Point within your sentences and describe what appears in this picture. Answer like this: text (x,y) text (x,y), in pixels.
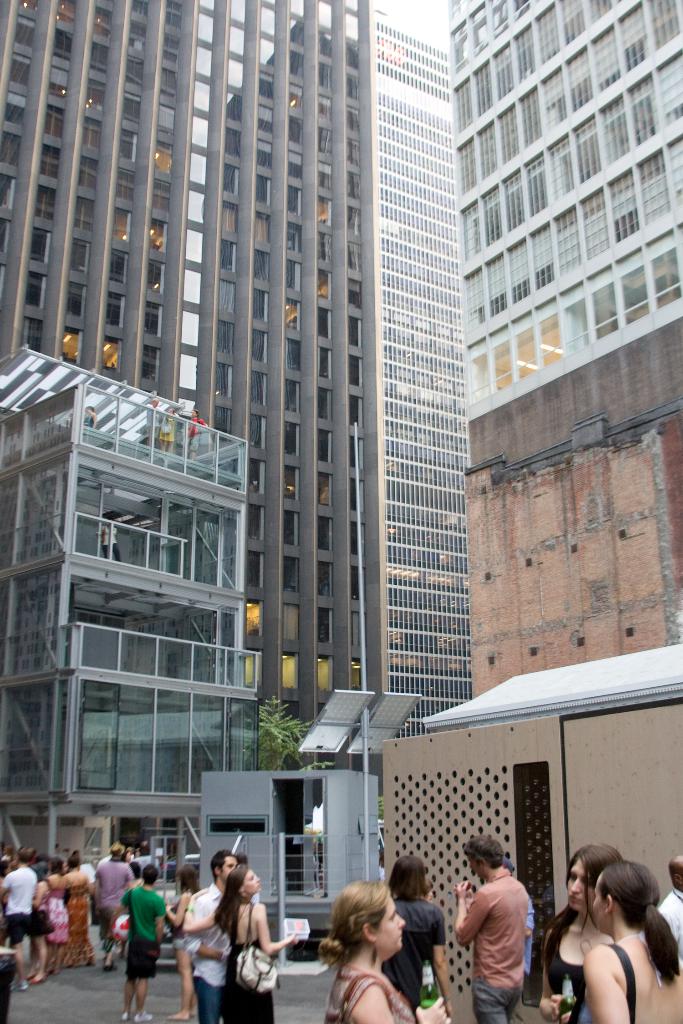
There are people (475,910). Some are holding bags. In the back (316,471) there are buildings (305,466) with windows (423,305). Also there is a solar panel (343,697) with a pole (367,792) and there is a small building (263,827) with door (299,826). Near to that there is a tree (271,725). On the building (143,517) some people (164,430) are there.
